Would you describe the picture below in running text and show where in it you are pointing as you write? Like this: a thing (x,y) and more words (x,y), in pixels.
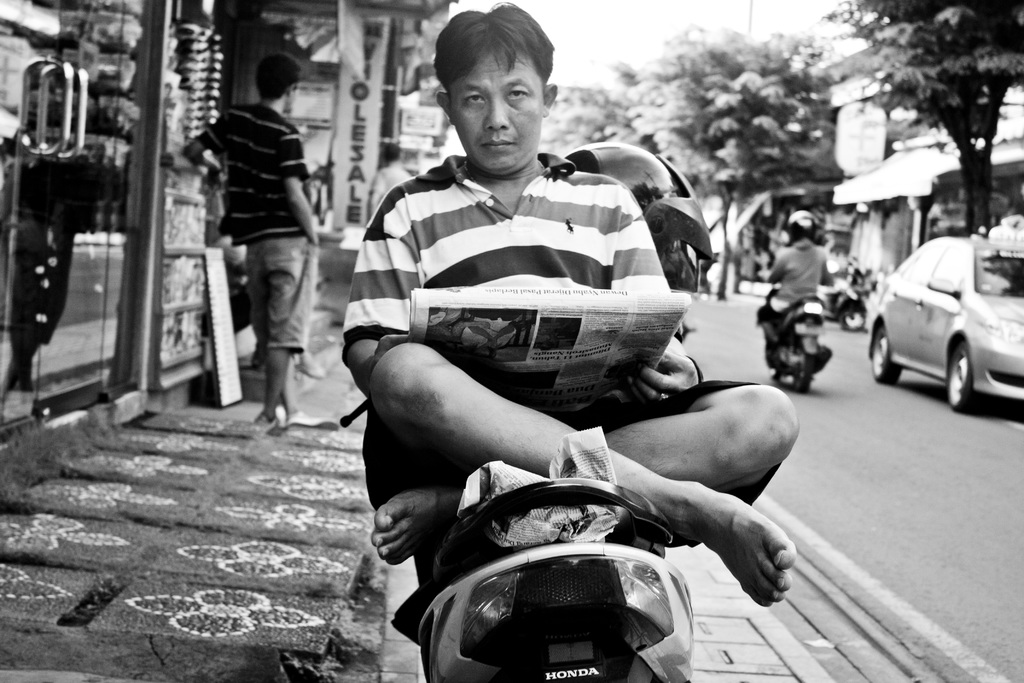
It is a black and white. In this image at front (464,659) a person (725,511) is sitting on the scooty (582,555). At the right side of the image (820,318) vehicles (820,318) on the road (850,356). At the right side of the image (882,179) there are trees (914,96) and buildings (878,238). At the left side of the image (307,109) there are shops (337,105).
